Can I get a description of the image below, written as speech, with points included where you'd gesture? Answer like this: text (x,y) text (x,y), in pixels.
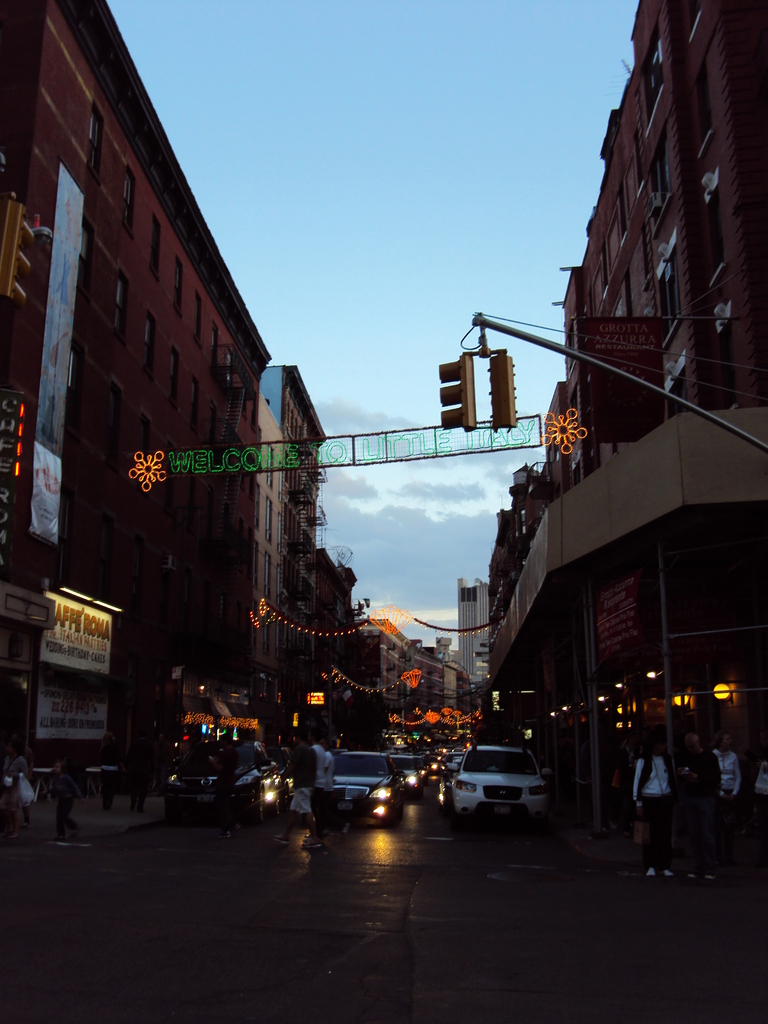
In this image I can see some vehicles (358,775) on the road (391,884). I can see some people (765,821). On the left (192,536) and right side (718,324), I can see the buildings (208,493). In the background (395,506), I can see the clouds (391,514) in the sky (373,374).
